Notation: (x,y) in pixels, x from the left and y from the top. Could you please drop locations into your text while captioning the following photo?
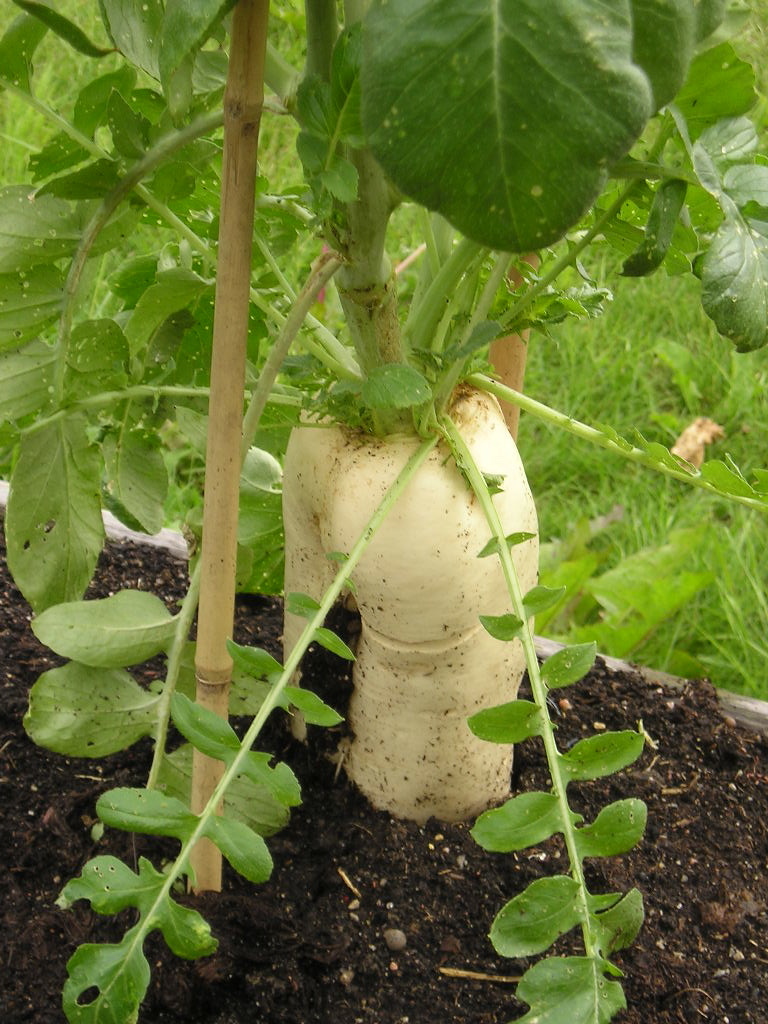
In this image we can see a vegetable plant (235,830) and a stick (234,383). At the bottom of the image (356,941) there is soil (415,948). In the background of the image (644,381) there is grass (571,355).
